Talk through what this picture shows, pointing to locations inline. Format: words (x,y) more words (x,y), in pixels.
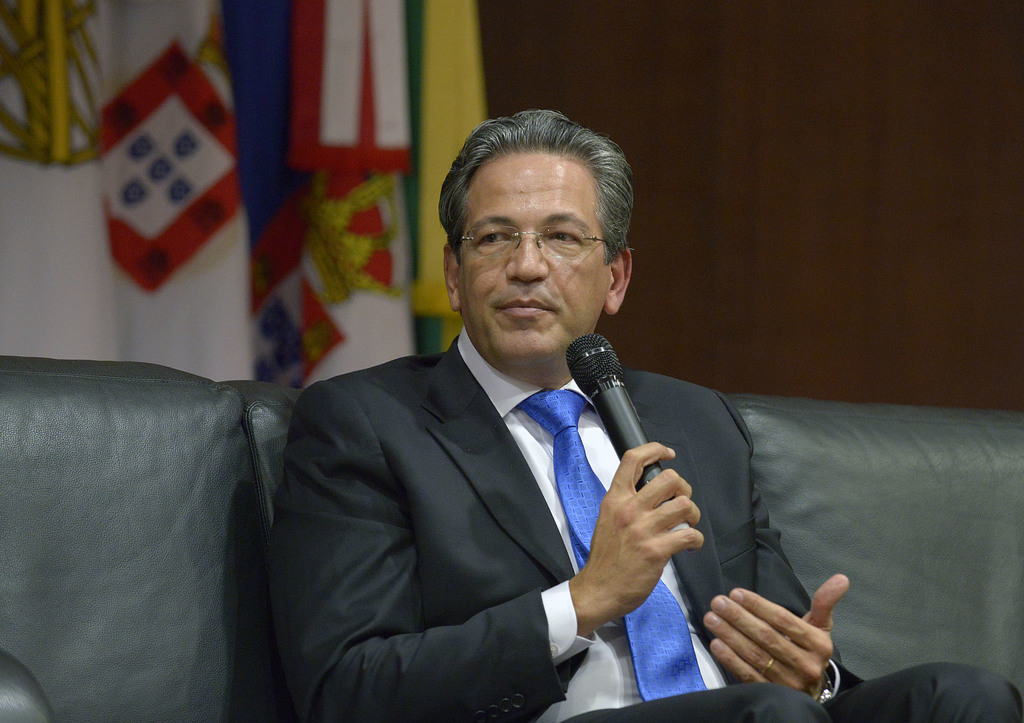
In the picture we can see a man (527,336) sitting on a sofa (220,524) and with a microphone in his hand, he is wearing a black color blazer (411,491), with tie (558,453) and shirt (539,453), in the background (314,334) we can see some flags (306,300) with different colors and wooden wall (841,211).
